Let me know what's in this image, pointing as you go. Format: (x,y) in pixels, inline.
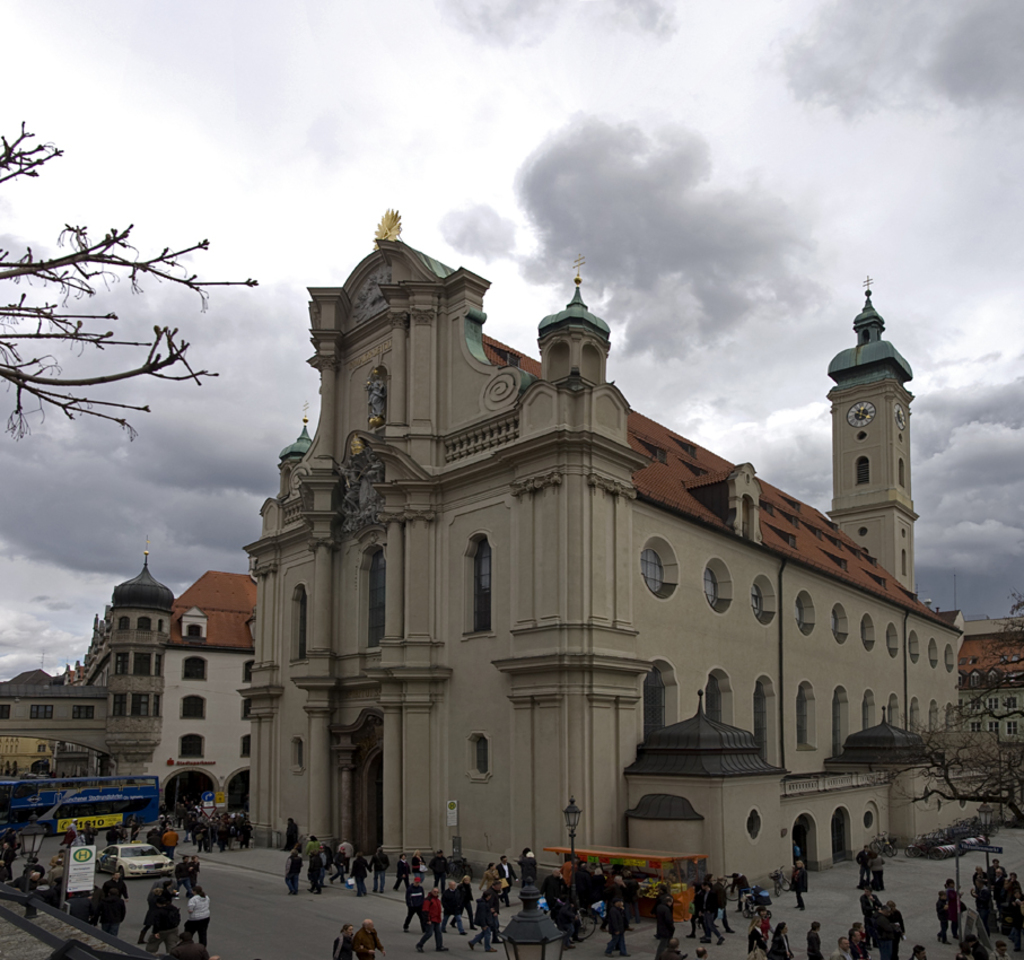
In this image there are buildings (472,722), in front of the buildings (432,722) there are a few people (482,927) standing and walking on the road (633,919) and there are few vehicles (141,846). On the left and right side of the image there is a tree (1023,814). In the background (579,246) there is the sky (524,157).
